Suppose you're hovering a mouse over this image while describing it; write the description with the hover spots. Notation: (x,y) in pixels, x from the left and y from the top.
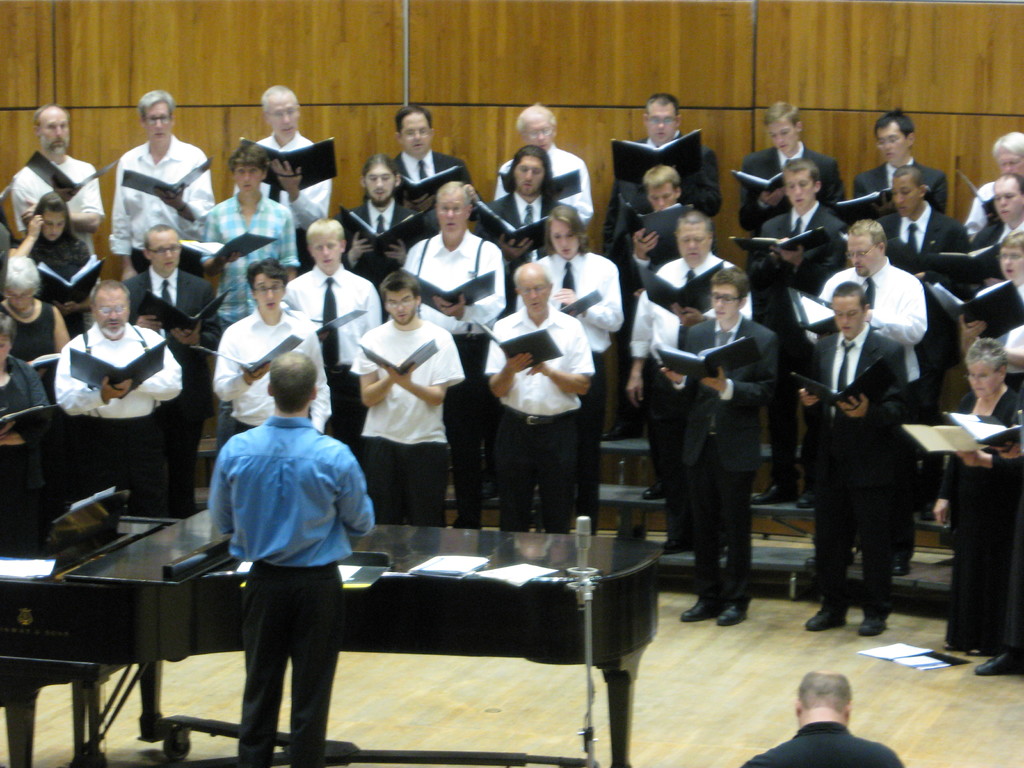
there is a big hall (345,163) there is a group of people (574,370) are standing and they reading a book (729,367) and in front of people (447,424) one person (354,462) is standing and he is watching on that all persons (246,422) in front of the person (344,547) one piano (382,551) is there on that piano (392,577) there are some papers (443,575) are present and behind the person (332,544) there is again one person (815,728) is present.
